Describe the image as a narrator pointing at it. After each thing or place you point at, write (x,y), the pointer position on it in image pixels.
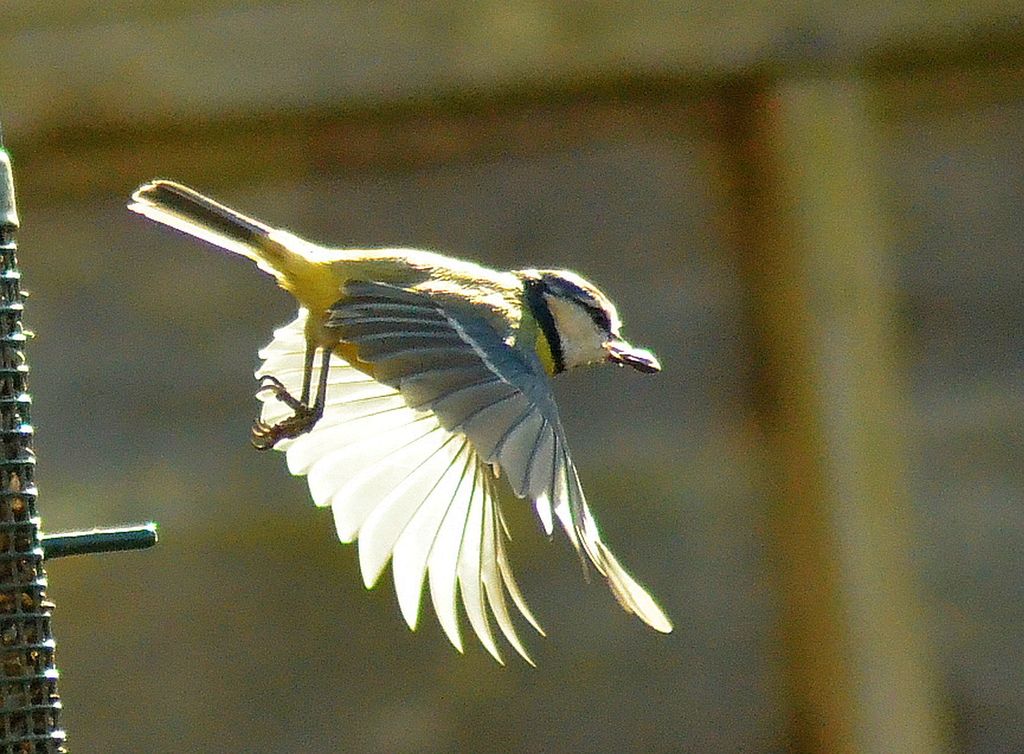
In this image I can see a bird (465,479) flying. The background (97,14) is blurred.
